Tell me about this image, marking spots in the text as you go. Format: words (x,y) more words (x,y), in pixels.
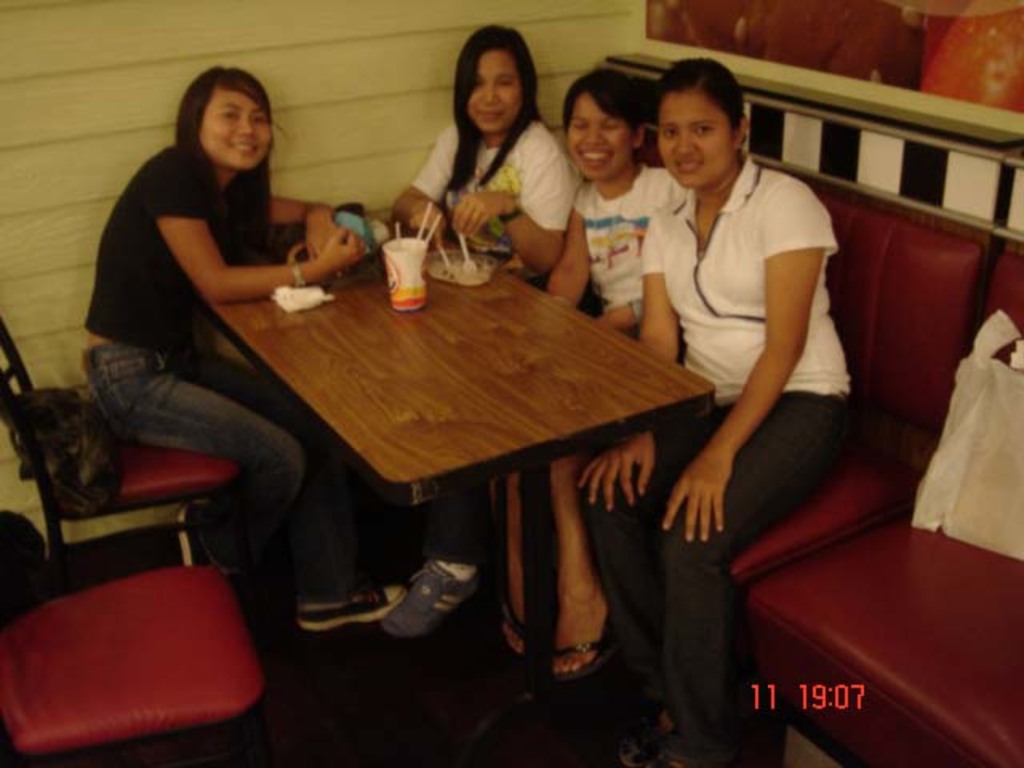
This image is clicked in the restaurant (979,213) where 4 people (536,239) are sitting on the chair (170,477) and sofa (875,395). In the center (447,409) there is a table (473,386) and glasses (407,264) are on the table (454,324). In the background (284,40) there is a wall (209,26).
